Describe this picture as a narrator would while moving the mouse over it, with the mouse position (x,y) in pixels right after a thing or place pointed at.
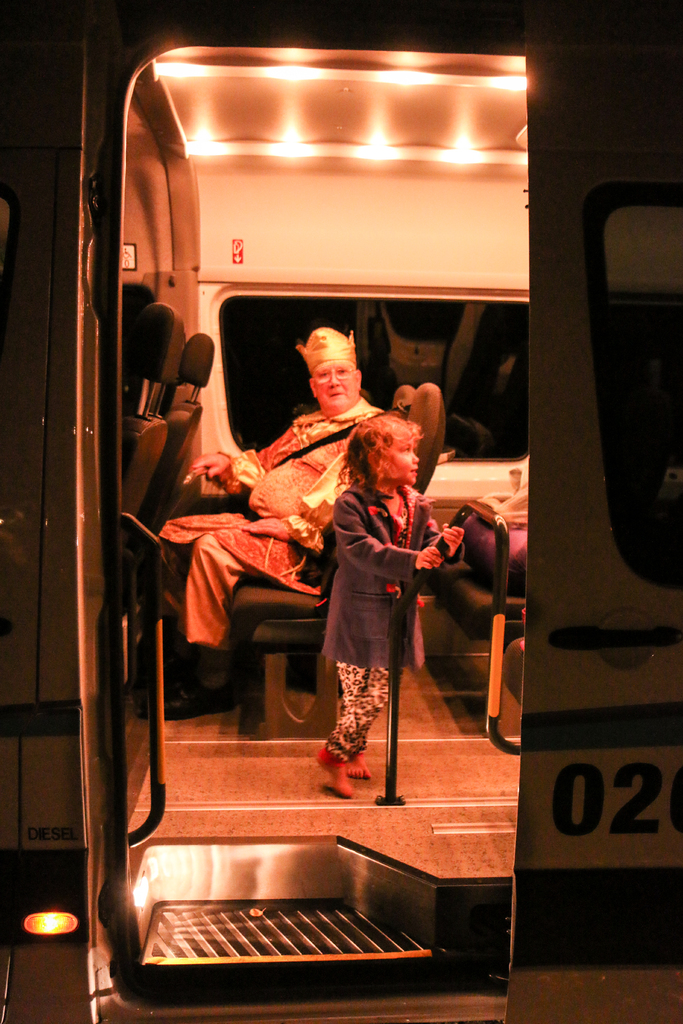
In this image we can see a vehicle (285,805) and there is a man (291,553) sitting on a seat (329,711) and we can see a girl (349,711) standing and holding a rod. We can see some other objects (467,551) inside the vehicle (610,112) and there are some lights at the top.
